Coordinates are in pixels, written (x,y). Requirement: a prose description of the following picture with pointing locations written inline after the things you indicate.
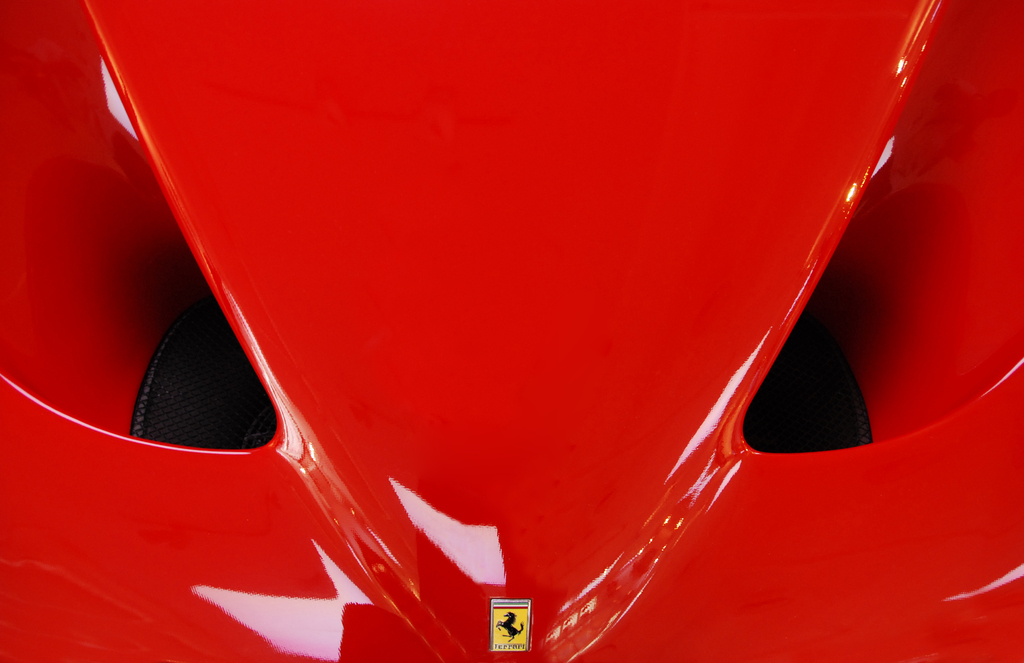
In the picture I can see a closer view of a red color car (317,431) where I can see the logo (500,633) on it.
